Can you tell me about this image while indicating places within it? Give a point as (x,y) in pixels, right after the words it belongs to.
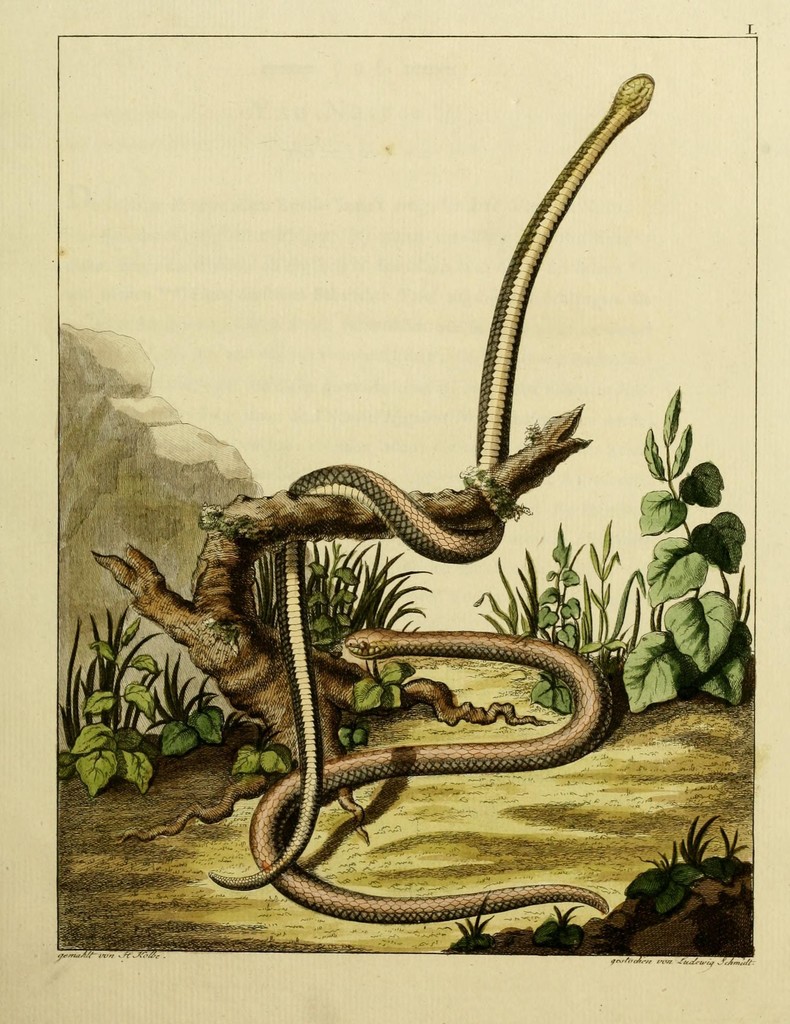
In this picture there is a poster (624,573) of a painting (666,211). In the painting (478,289) I can see the long snake (454,555) on the tree branch (117,558). At the bottom (521,760) I can see another snake (464,754) on the ground (587,857), beside that I can see the plants (366,705). On the left (68,433) there is a mountain (101,444). At the top (184,195) there is a sky (218,256).
